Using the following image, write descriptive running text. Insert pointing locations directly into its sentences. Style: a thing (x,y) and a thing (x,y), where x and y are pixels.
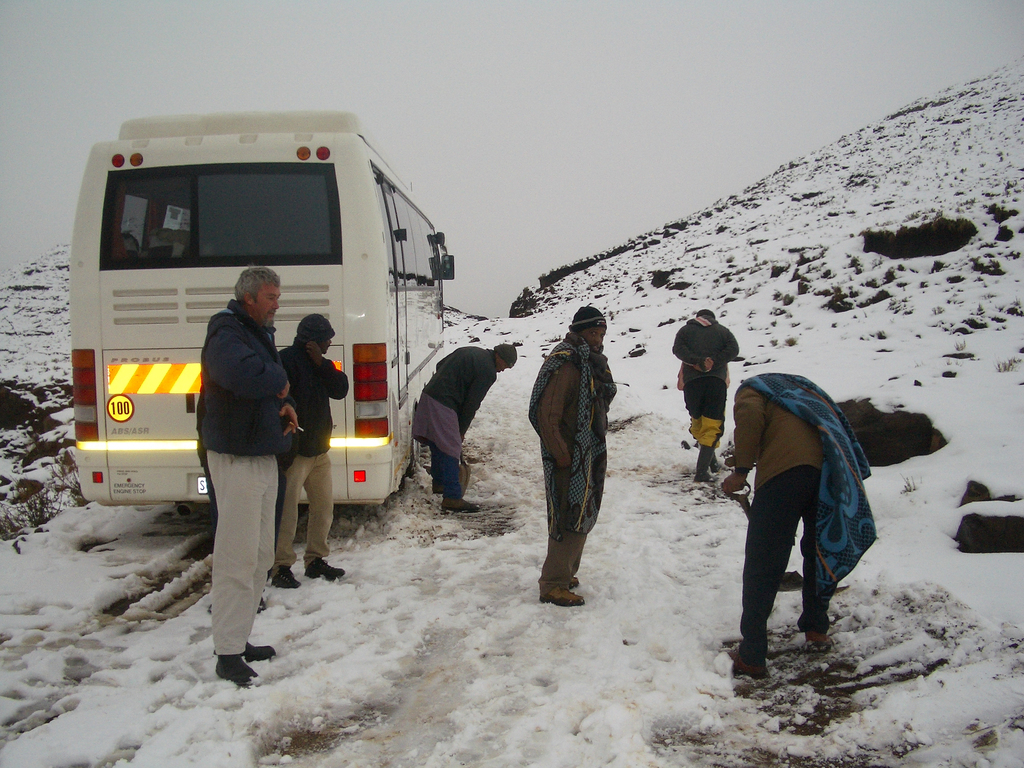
On the left side (135,335), there is a white color bus (368,221) on the snow surface (373,509) and there are persons (546,587). On the right side (703,360), there are two persons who are working on the snow surface (820,657). In the background (727,409), there are mountains (860,155) on which, there is snow (587,278) and there is sky (775,73).
